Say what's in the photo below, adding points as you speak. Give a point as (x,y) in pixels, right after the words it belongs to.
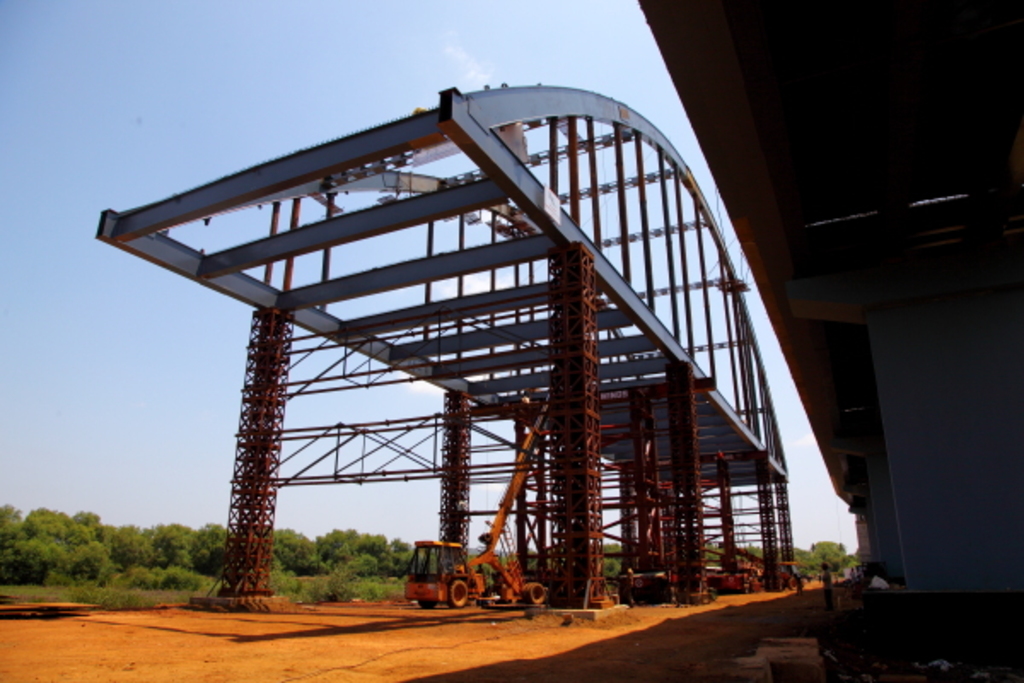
In the picture I can see vehicles (537,591), pillars (651,505), bridge (748,370), trees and some other things (628,583). In the background (333,398) I can see the sky (25,393).
